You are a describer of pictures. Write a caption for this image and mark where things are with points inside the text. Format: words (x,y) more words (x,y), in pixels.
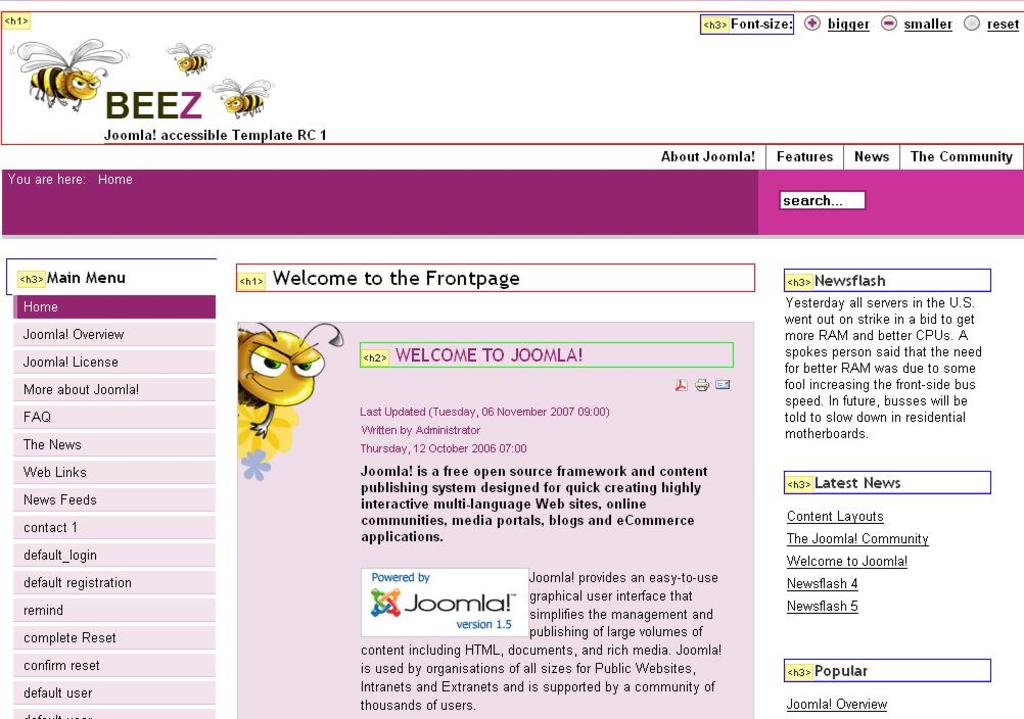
In this picture there is a screen shot of the computer screen (400,449). In the front (59,100) there is a cartoon type honey bee (283,342) and some matter (506,453) written in the middle (393,477).
